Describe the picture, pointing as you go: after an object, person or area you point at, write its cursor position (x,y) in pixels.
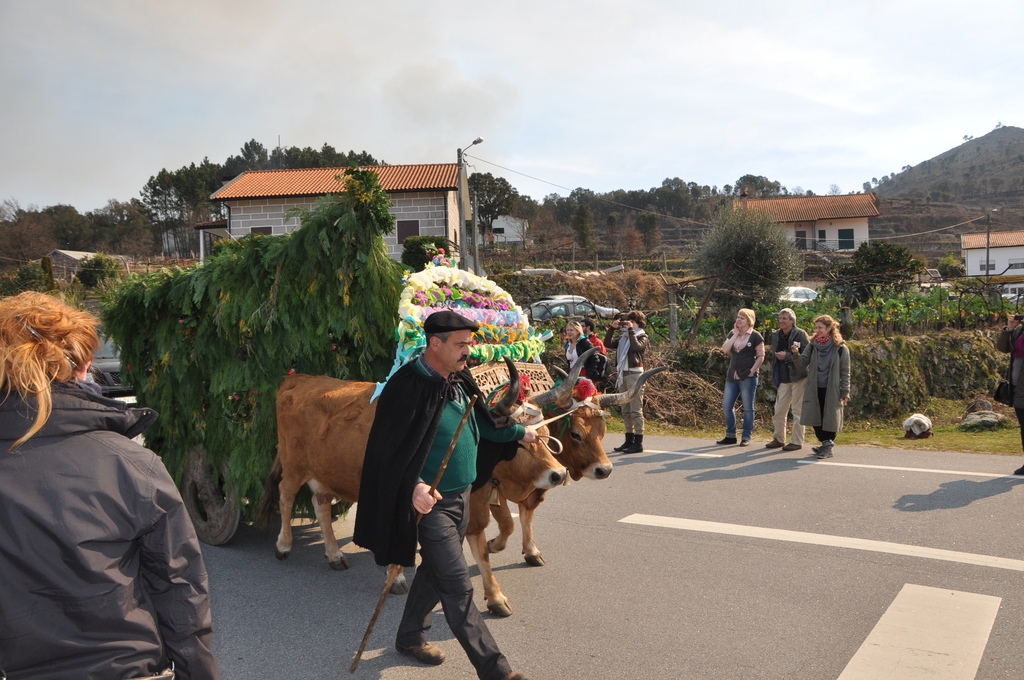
This picture shows few houses (309,180) and we see trees (580,203) and a bullock cart (369,337) and we see a man (419,390) holding the bulls (533,458) with the string (528,406) with the one hand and stick (430,496) with another hand (422,501) and he wore a black coat (448,392) and a cap (452,321) on his head (456,337) and we see few people (566,358) standing on the side a girl (631,335) holding camera (620,326) and taking pictures and we see few cars (540,318) parked and a cloudy Sky (329,98).
